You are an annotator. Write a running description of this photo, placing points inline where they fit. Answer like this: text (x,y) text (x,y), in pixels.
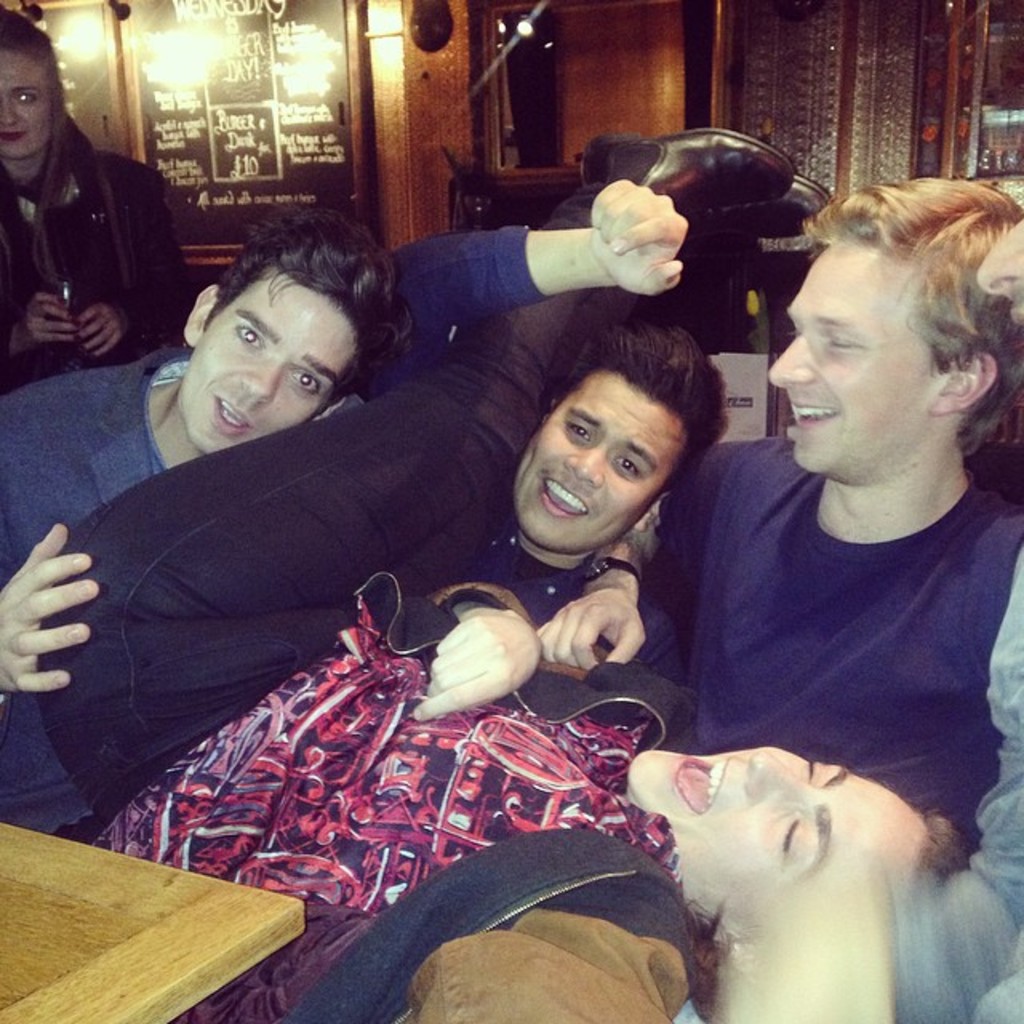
In this image we can see a few people (528,801), in front of them, we can see a table (205,966), in the background (578,16), we can see the lights (205,43), mirror (628,108) and a board (249,186) with some text (255,106) on it.
